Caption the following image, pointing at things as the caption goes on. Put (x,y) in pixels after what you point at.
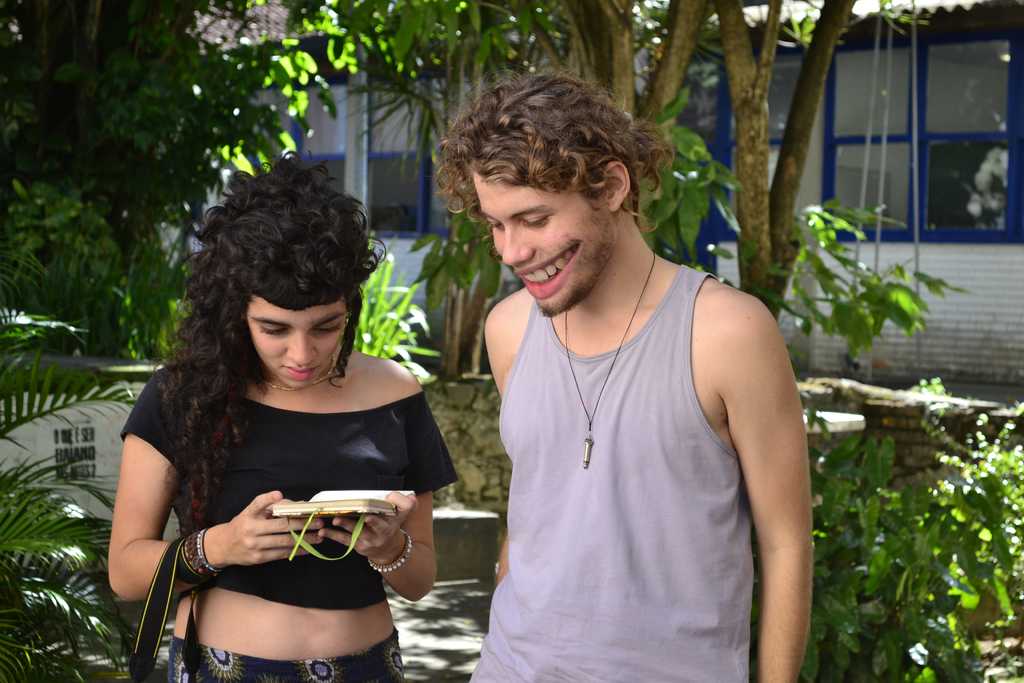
In this image we can see this woman (222,280) wearing black dress (422,443) is holding some object (374,497) in her hands (364,522) and this man (686,622) standing here is smiling. In the background (41,650), we can see the plants (994,588), trees (174,205), the wall (466,399) and the house (995,25).
